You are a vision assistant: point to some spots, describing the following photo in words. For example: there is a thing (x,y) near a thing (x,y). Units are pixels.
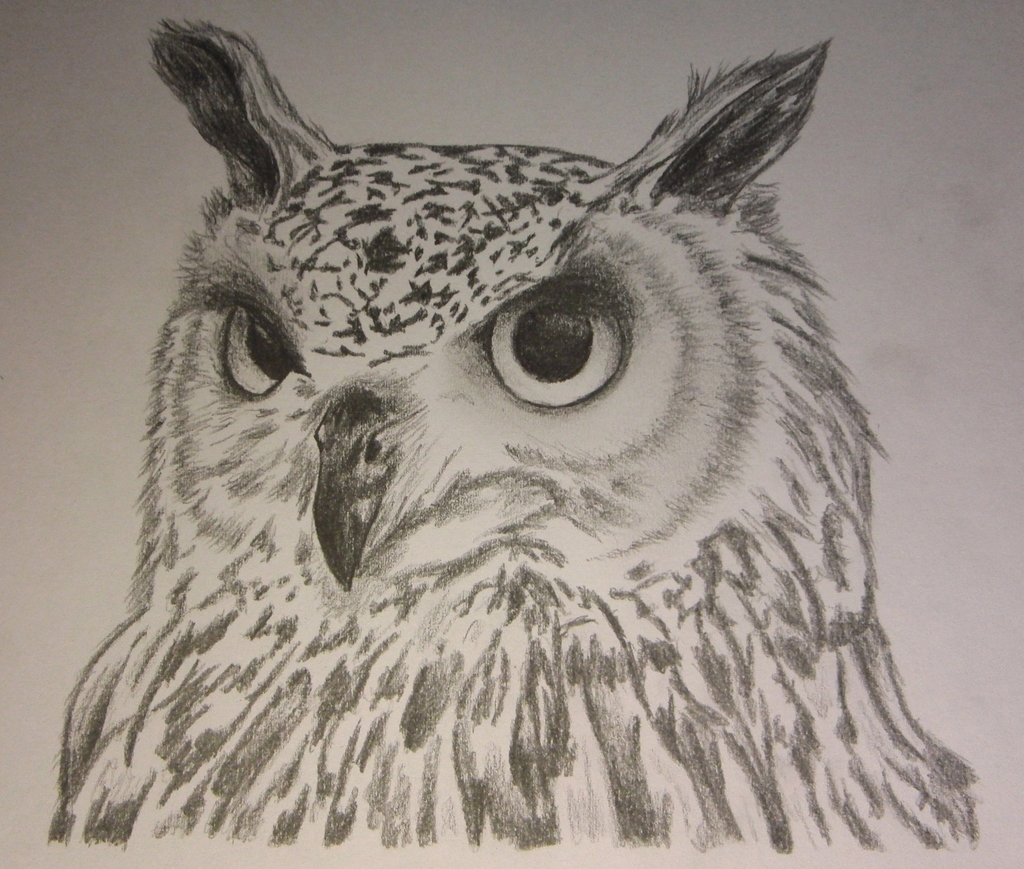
In this image there is a paper (892,392) with an art (500,777) of an owl (324,482) on it.
